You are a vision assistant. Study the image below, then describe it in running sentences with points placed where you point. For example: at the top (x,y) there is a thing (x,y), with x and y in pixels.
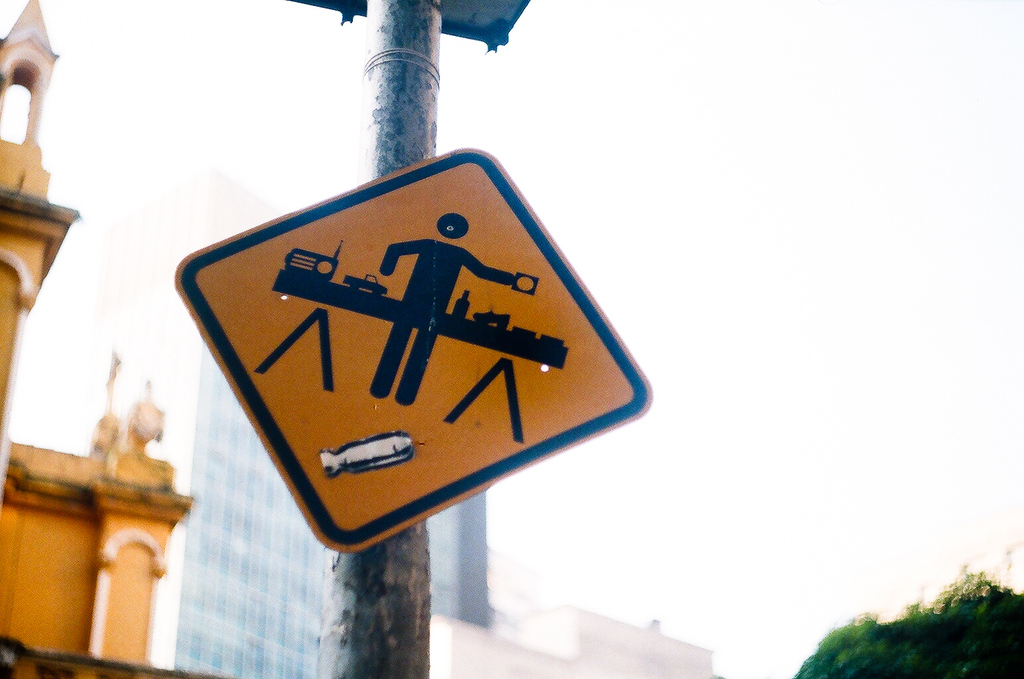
This picture described about yellow caution board (299,247) placed on the pole (378,584). Behind we can see big glass building (267,510).
